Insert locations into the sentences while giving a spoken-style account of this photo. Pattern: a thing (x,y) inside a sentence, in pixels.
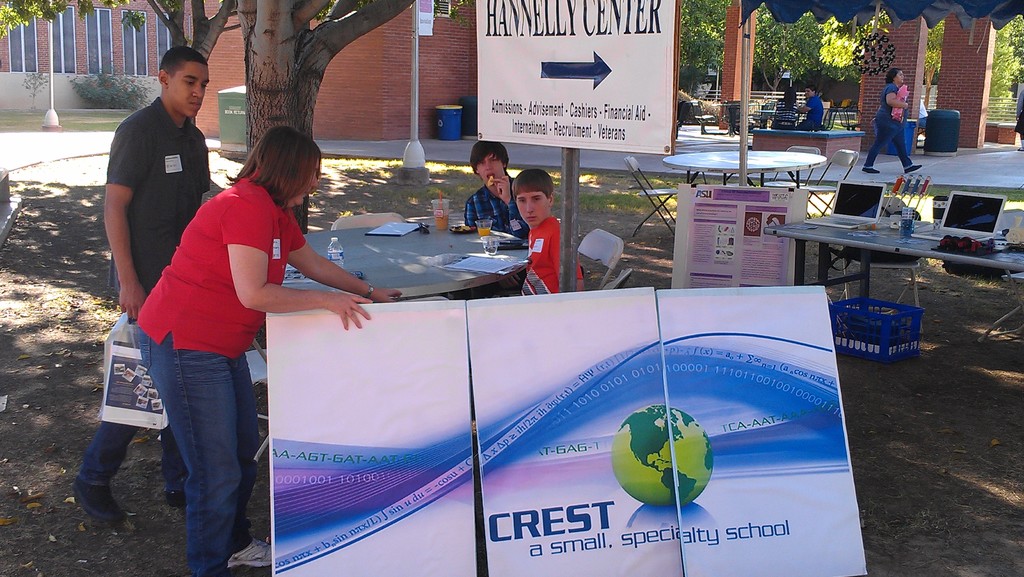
As we can see in the image there are trees (808,54), wall (384,61), a banner (559,93), poster (723,232) and few people (504,149) sitting and standing over here and there is a table (403,253). On table (366,266) there is a paper (383,226), glasses (440,224) and bottle (329,259).
